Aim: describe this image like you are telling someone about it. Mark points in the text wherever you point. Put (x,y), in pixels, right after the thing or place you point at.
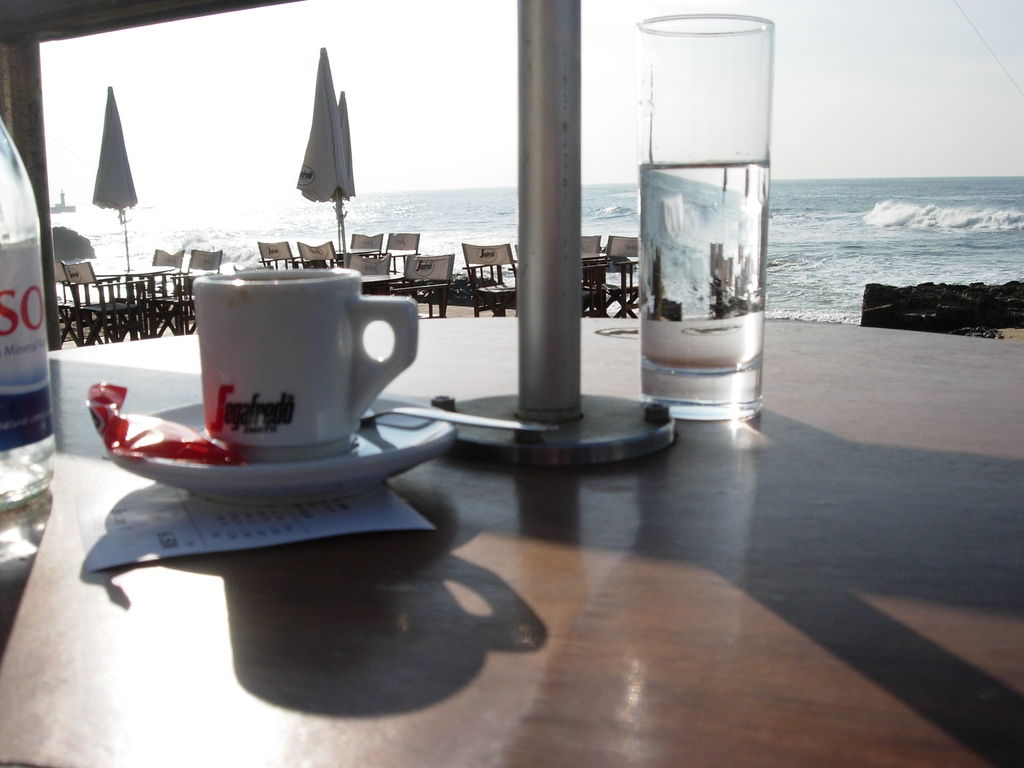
This image is taken in outdoors near the sea (899,194). In the middle of the image (516,380) there is a table (645,714) with glass of water (719,273), water bottle (41,488), paper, saucer (305,471), cup (314,416) and spoon (374,417) on it. In the background (156,300) there are few empty chairs (148,286) and tables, closed umbrellas (339,239) and water (834,223).
